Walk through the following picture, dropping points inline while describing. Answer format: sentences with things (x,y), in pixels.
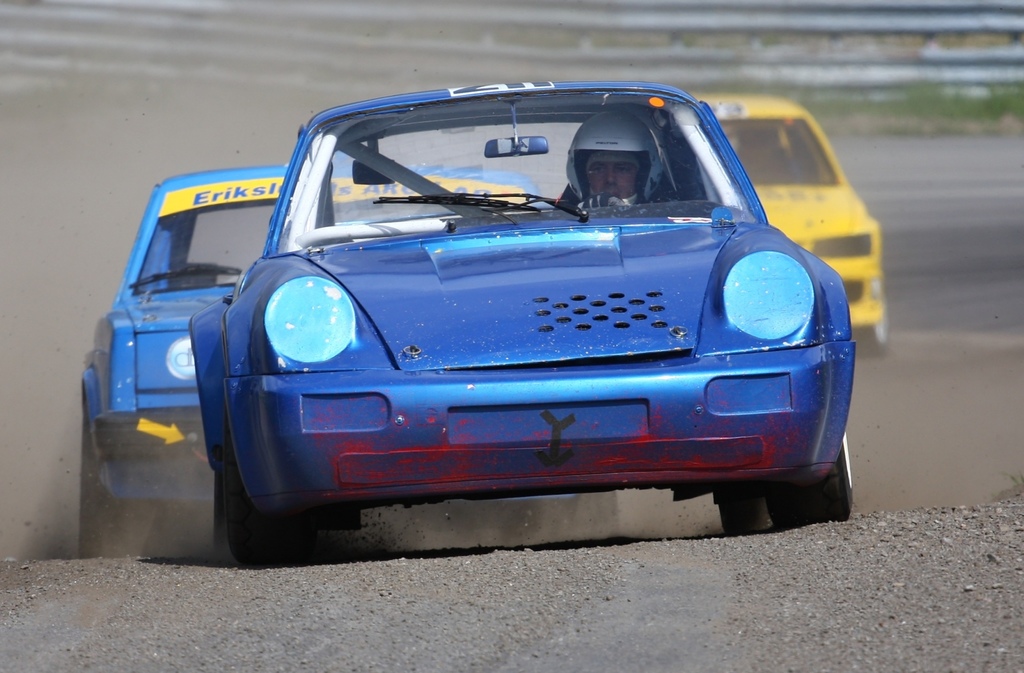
In this picture we can see cars (779,281). In the background (666,13) there is a fence (641,45).
